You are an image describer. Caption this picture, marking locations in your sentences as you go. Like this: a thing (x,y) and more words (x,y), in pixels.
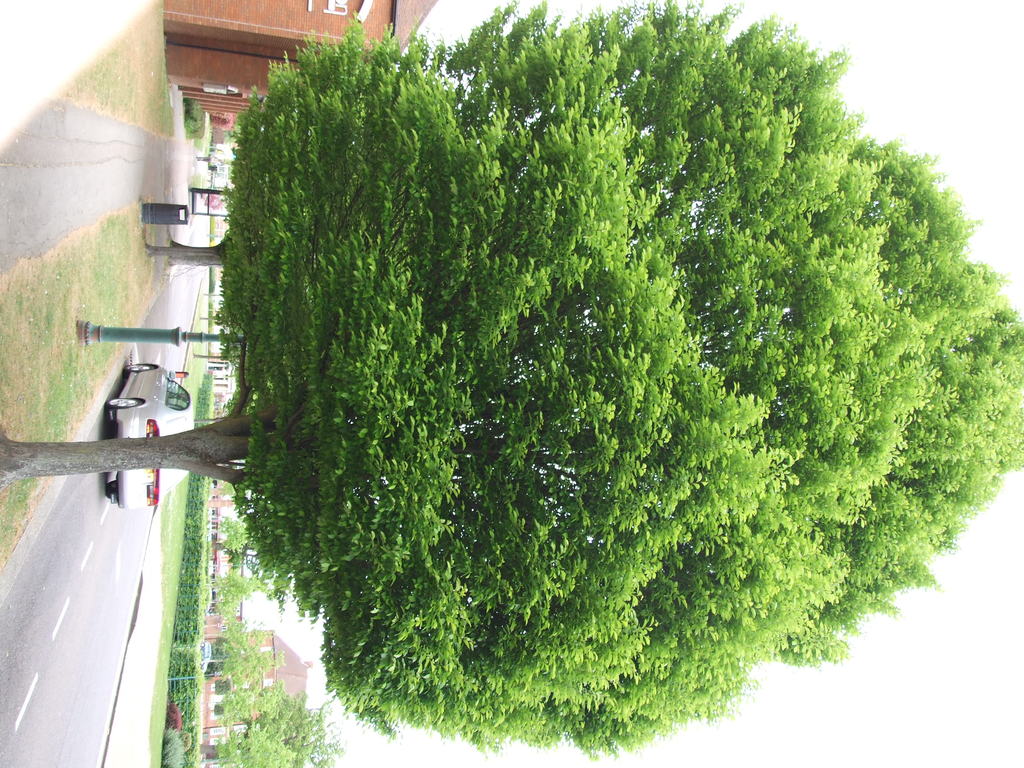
In this picture we can see a tree (497,483). There is a car (142,417) on the road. Behind the tree (356,375), there are some objects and a pole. At the top (250,85) and bottom of the image (261,716), there are buildings (301,7). On the right side of the road (120,585), there are trees (236,689) and a hedge (198,586). In the top right corner of the image (1003,197), there is the sky (960,715).
